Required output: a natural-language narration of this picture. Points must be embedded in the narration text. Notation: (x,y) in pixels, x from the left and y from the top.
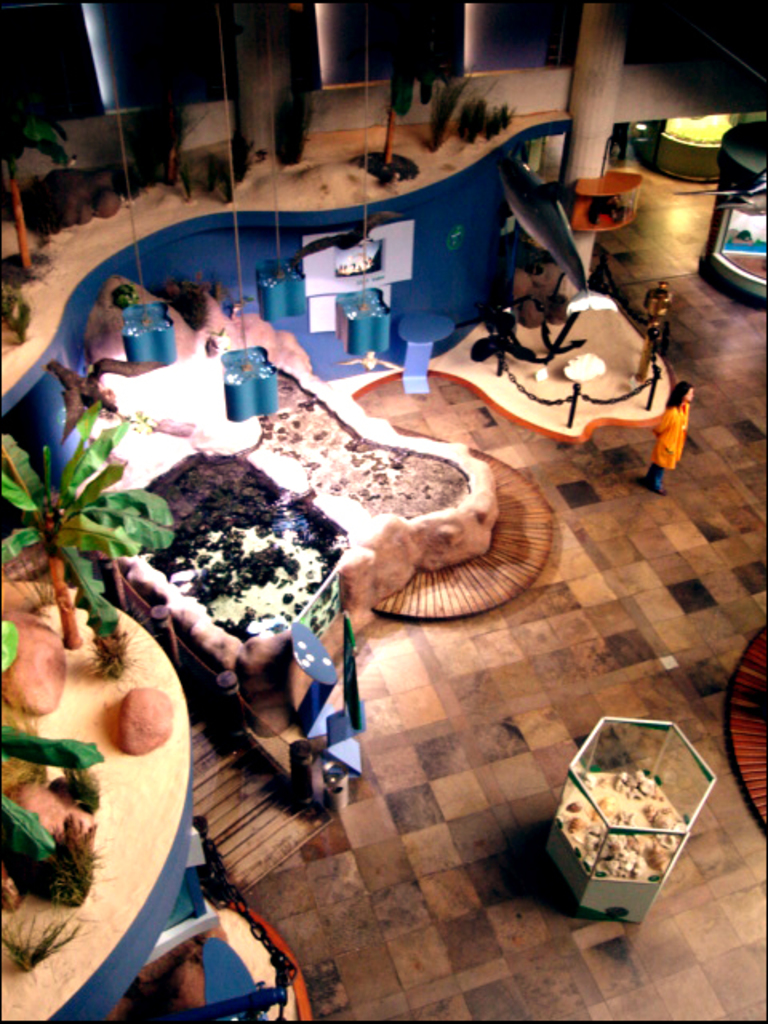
In this picture we can see box (578,858), lights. On the platform (3,240) we can see some plants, stones (137,707) and other objects (402,171). On the top (109,108) we can see a wall (109,108).
